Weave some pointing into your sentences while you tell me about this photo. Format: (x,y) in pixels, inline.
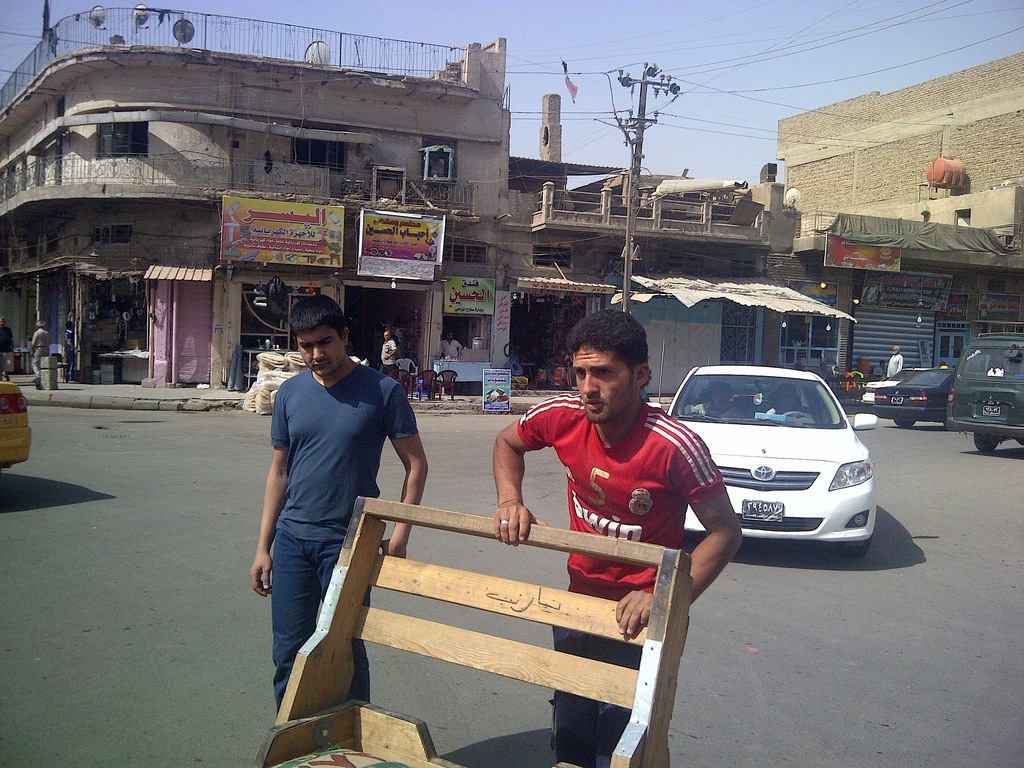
Here 2 persons (373,490) are on the road (452,432) behind them there are vehicles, buildings (550,215), electric poles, sky (415,36), hoarding (501,405) and few people (68,333).
